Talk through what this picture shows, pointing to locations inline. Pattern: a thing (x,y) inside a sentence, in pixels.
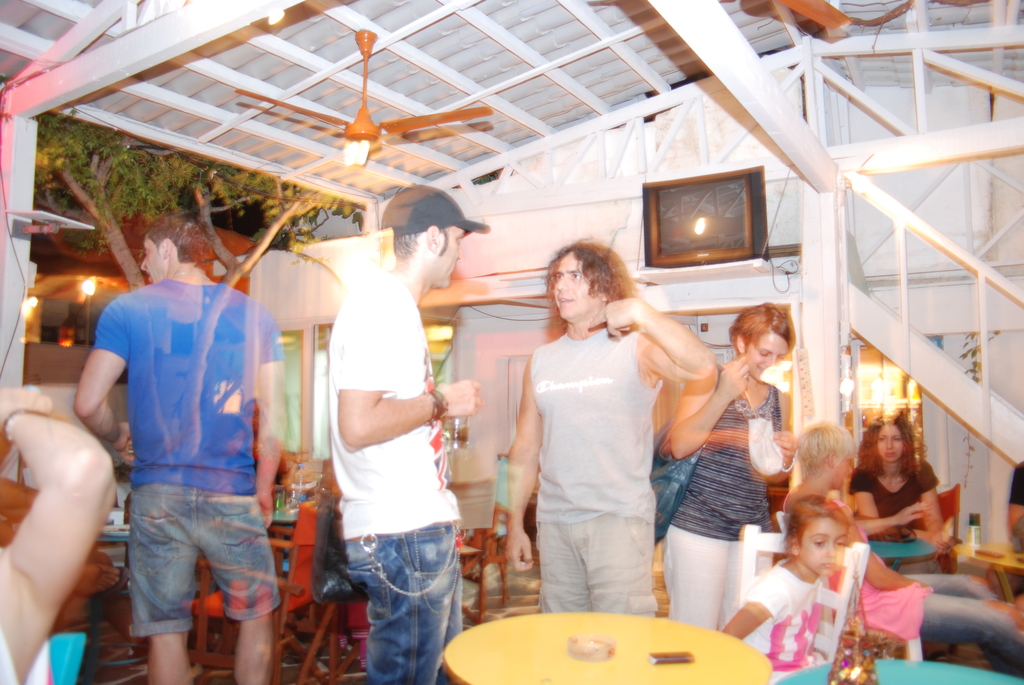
In this picture I can observe some people (191,369). There are men (123,309) and women (821,489) in this picture. In the top of the picture (697,206) I can observe television (700,205) and a ceiling fan (368,128). On the left side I can observe tree (114,193).
